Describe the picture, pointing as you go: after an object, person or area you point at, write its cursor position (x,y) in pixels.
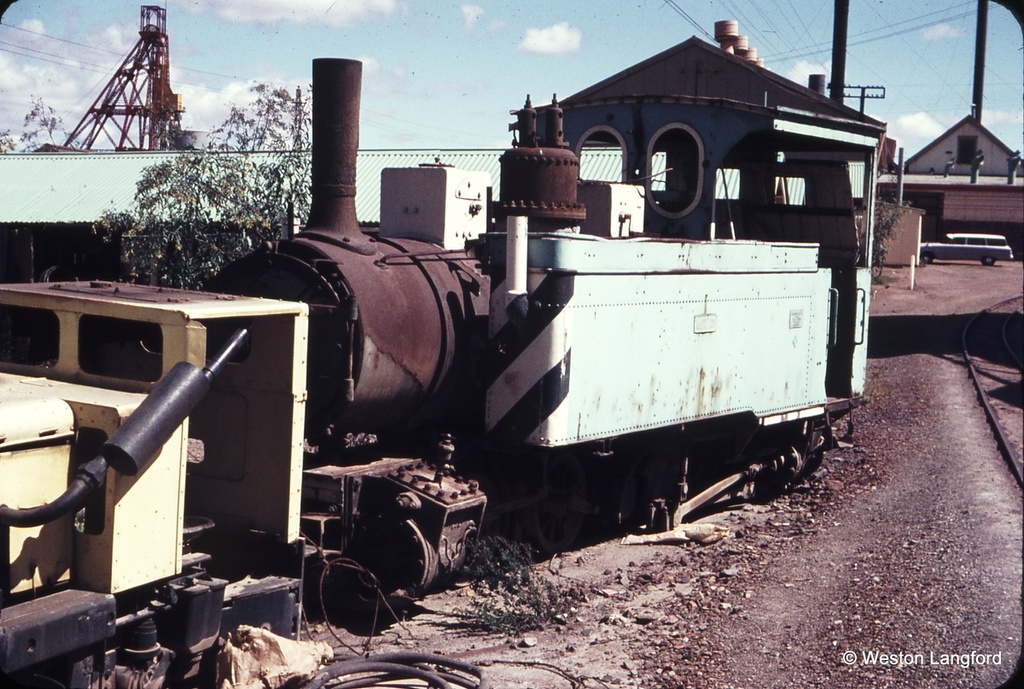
In the image there is a scrapped vehicle (473,344) and behind the vehicle (784,311) there is a house (940,221) and there is a car (983,243) in front of the house (940,165), on the left side (143,31) there is a tower (119,107).
